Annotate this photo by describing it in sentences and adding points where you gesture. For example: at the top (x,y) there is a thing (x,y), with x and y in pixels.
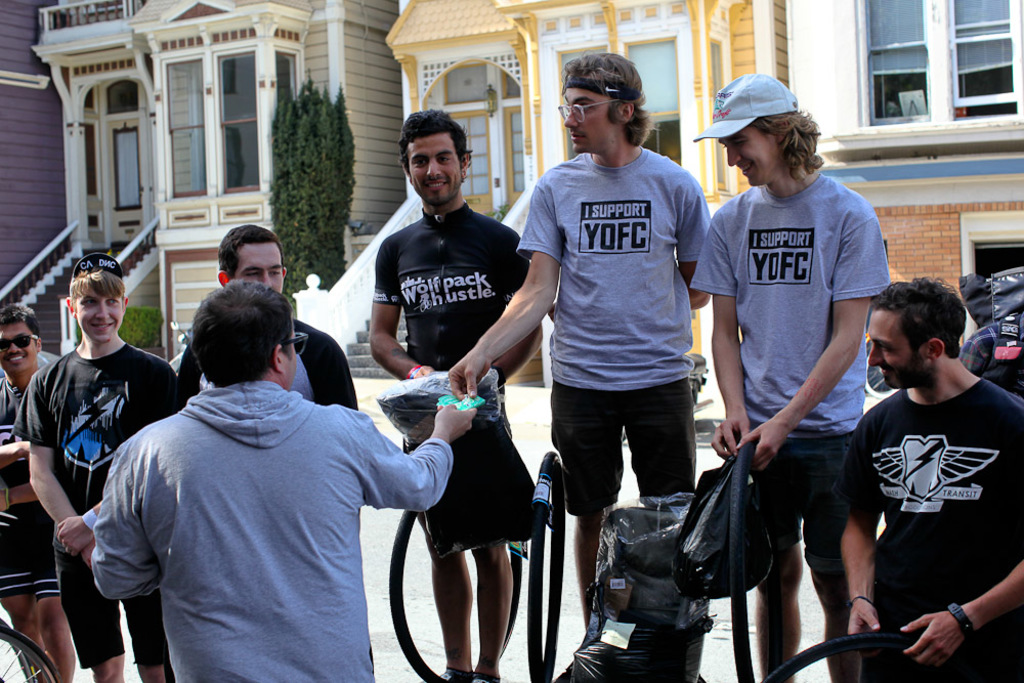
In this image, we can see persons (861,526) wearing clothes (914,582). In the background (140,103), we can see some buildings (890,80).
